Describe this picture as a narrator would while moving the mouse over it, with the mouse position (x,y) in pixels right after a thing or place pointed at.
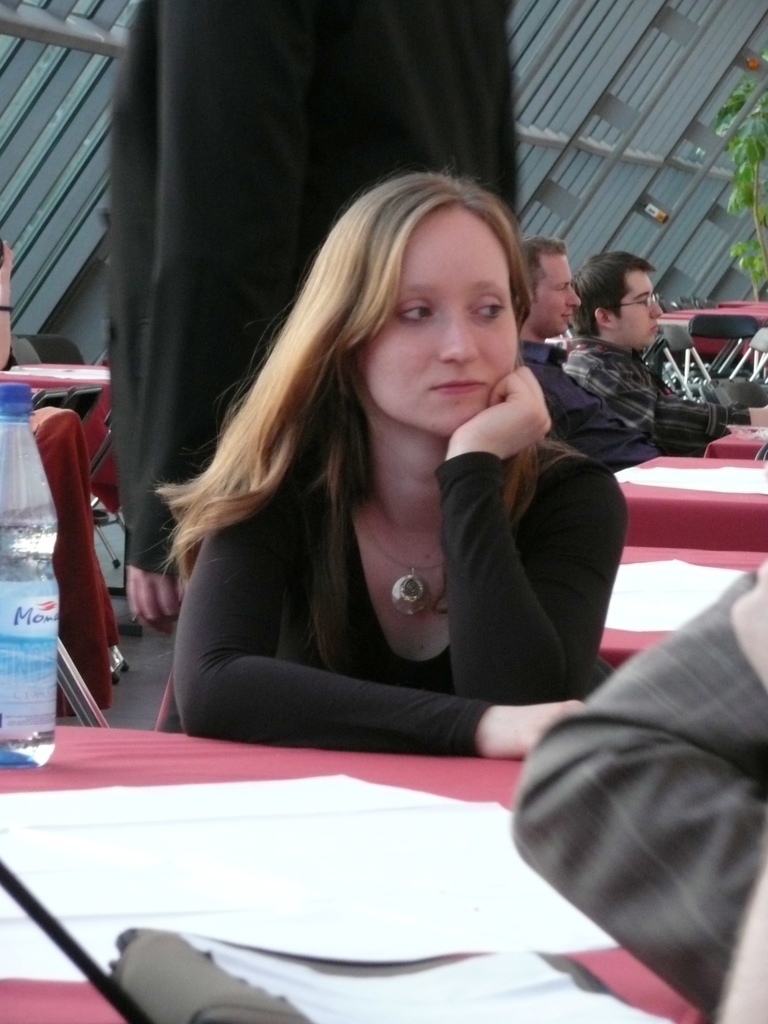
In this image there are tables (394,769), chairs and papers (257,972). There is bottle (3,702) on the left side (22,702). There is a tree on the right side (765,206). There are people (382,374) sitting. There is a gray color background (593,229).
